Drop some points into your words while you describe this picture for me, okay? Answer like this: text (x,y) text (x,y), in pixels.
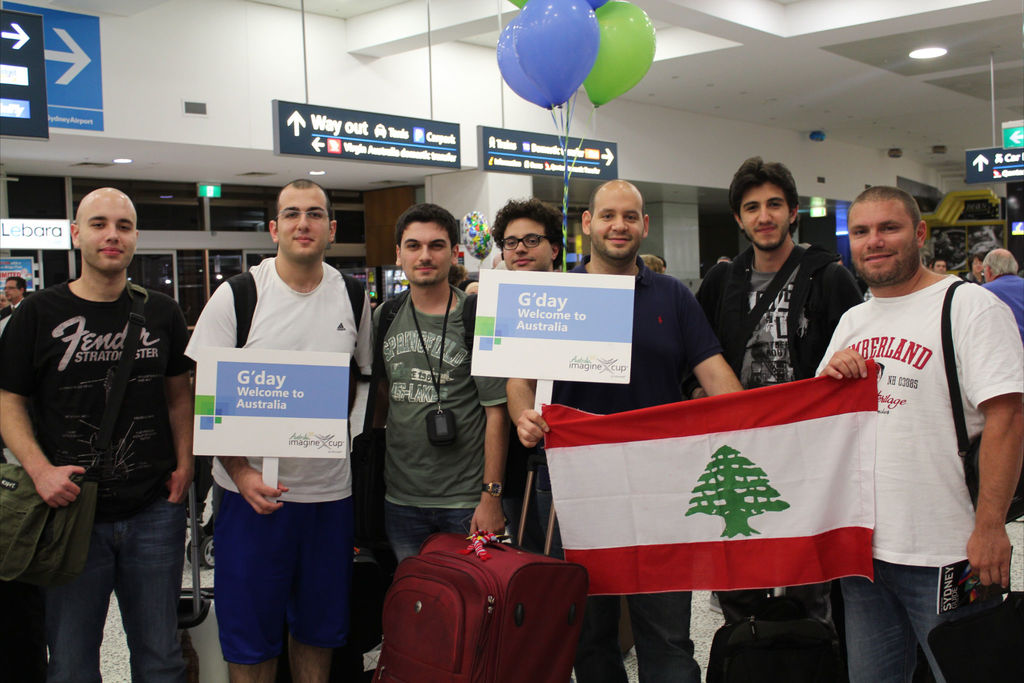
In this picture we can see a group of people (402,345) are standing and some of them are holding boards (263,407), flag (723,475) and carrying bags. In the background of the image (280,23) we can see the boards (25,25), balloons (515,65), lights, wall (700,124), sign boards (8,236), pillars (650,216). At the top of the image (641,84) we can see the roof (687,89). At the bottom of the image (700,641) we can see the floor (699,624). In the background of the image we can see some people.
